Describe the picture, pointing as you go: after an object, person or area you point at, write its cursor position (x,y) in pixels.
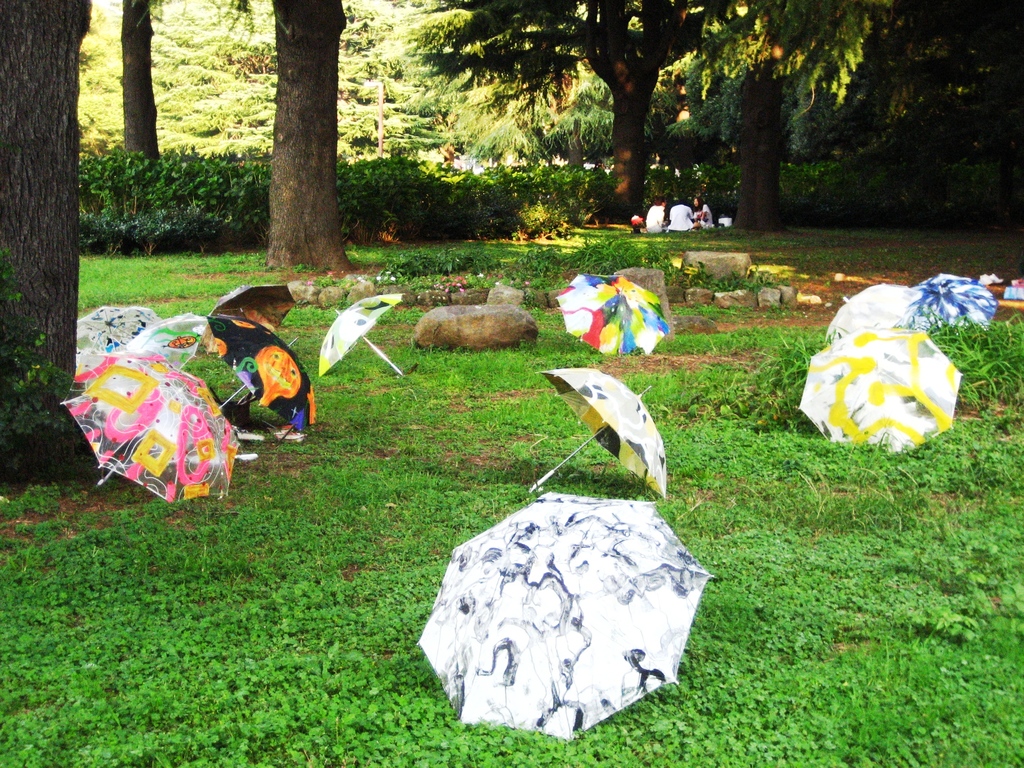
In this image, at the bottom (514,532) there are umbrellas (597,287), stones (526,338), plants (471,271), flowers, grass (376,569). In the middle (417,262) there are people (701,215), trees (747,228), plants (450,213).
